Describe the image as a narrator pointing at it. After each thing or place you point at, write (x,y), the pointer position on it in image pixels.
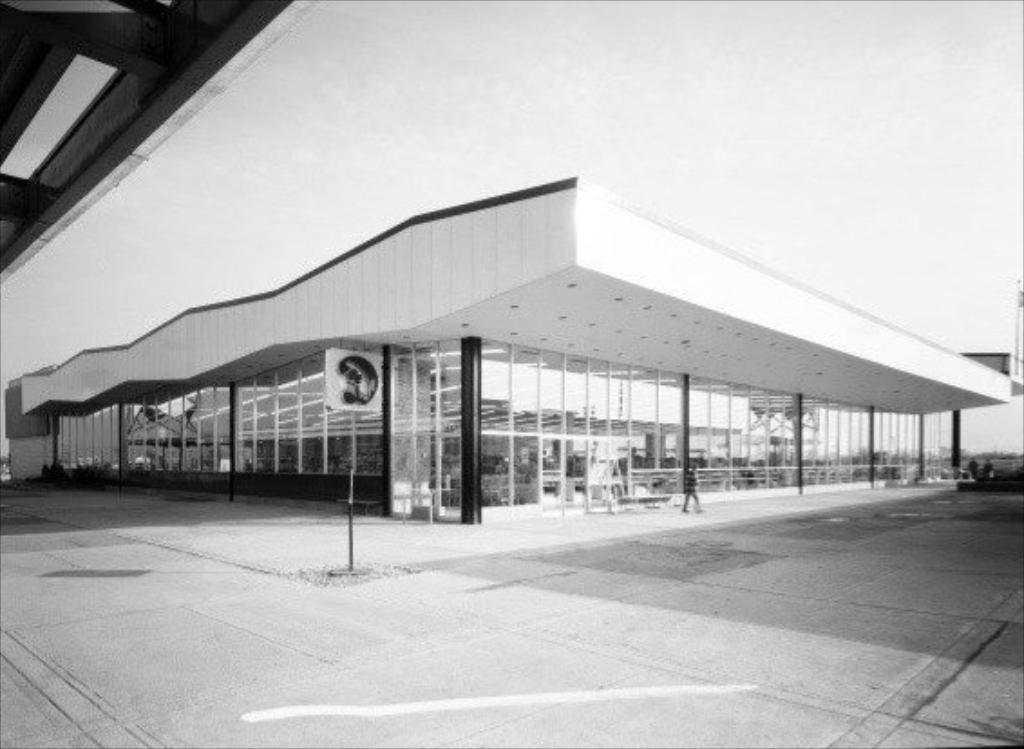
In this picture we can see a building (688,242) and we can see sky (20,358) in the background (3,366).
